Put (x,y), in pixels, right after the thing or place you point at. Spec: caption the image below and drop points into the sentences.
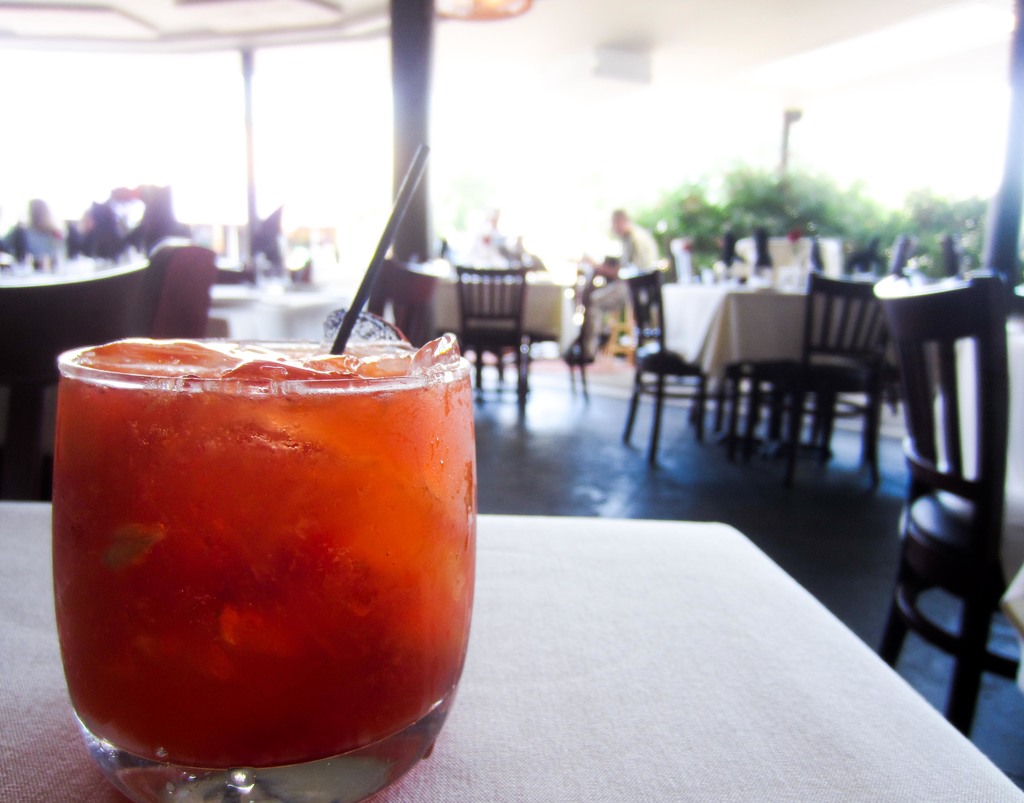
In this picture we can see glass (128,568) with juice (398,532) on the table (630,648). A far we can see tables (804,289) and chairs (859,308), persons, trees (744,216). This is pillar (418,124).
